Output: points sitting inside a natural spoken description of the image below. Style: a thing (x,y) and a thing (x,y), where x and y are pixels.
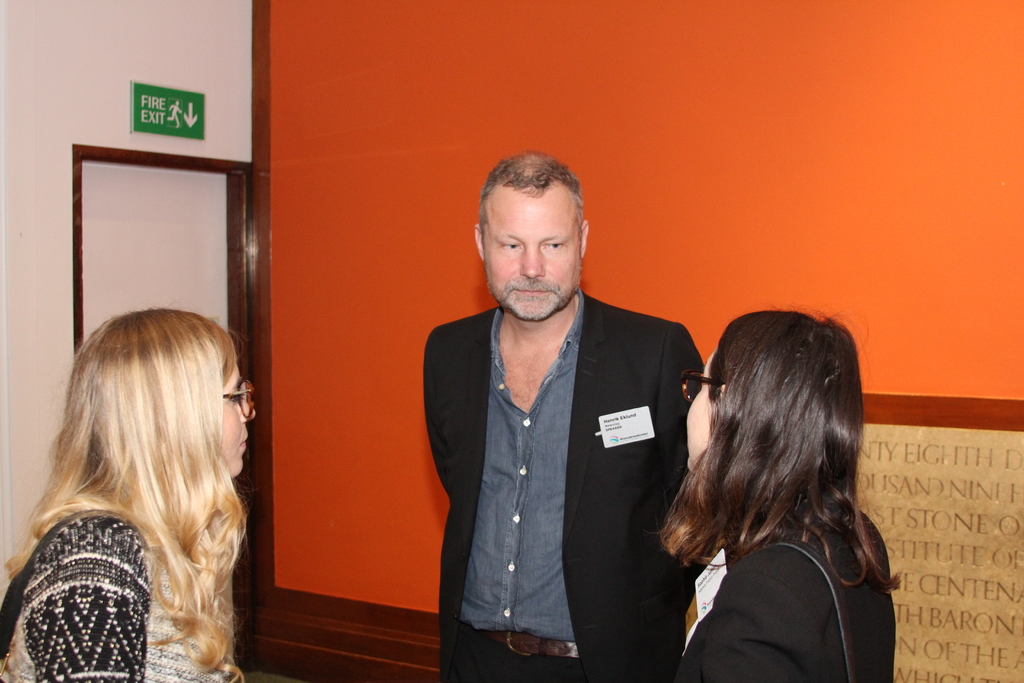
In the image there are three people (724,364) in the foreground (797,441) and behind them there is a wall (328,355), on the left side (165,120) there is a fire exit board (163,98) and below the board (200,129) there is a door (196,239).
